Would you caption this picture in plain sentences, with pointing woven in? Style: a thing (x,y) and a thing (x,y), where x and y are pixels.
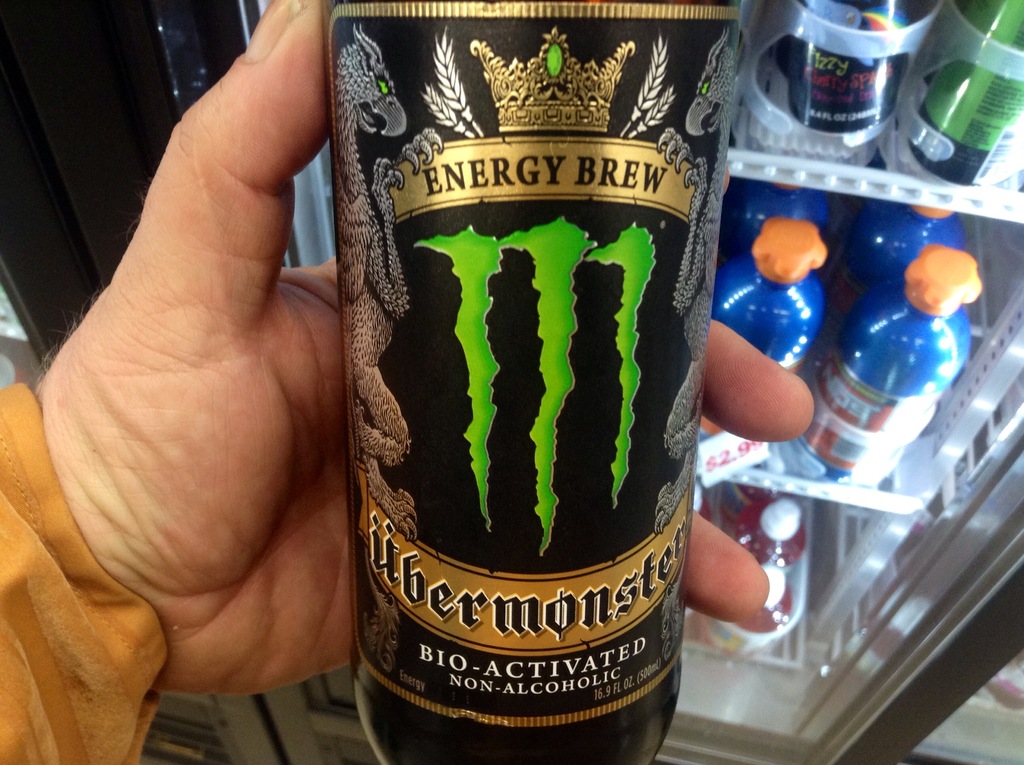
In this picture a guy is holding a glass bottle (472,305) which is named as uber monster and in the background (810,344) we observe a refrigerator (885,480) filled with all the bottles (926,311).
